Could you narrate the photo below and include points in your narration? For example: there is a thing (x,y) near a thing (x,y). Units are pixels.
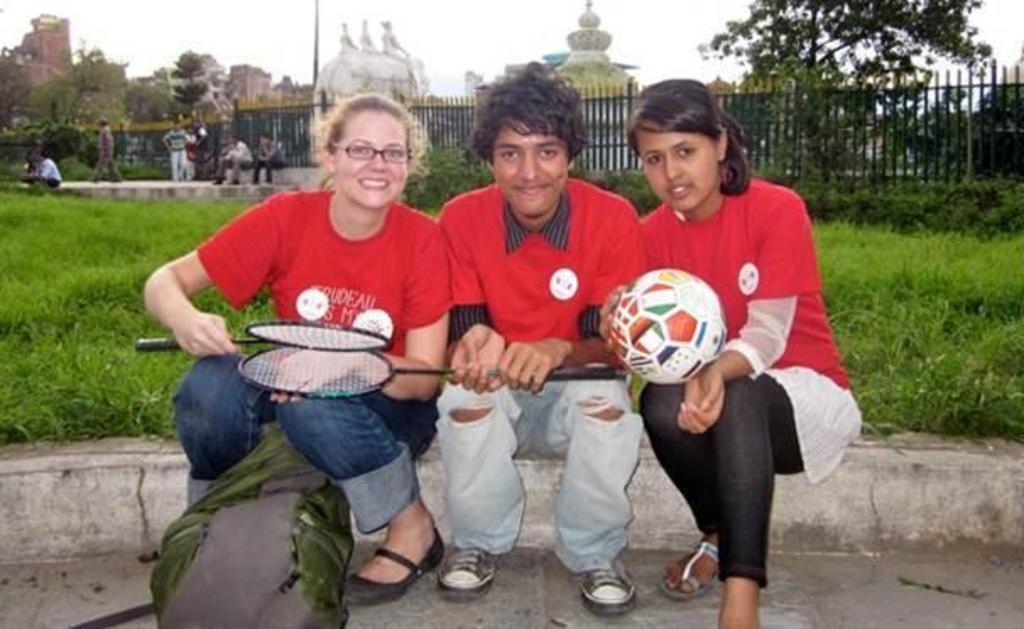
Here in this picture we can see three people (484,244) sitting over a place (816,517), in which two of them are holding badminton bats (255,343) with them and the other woman (729,331) is holding a football (671,336) in her hand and on the left side (280,488) we can see a bag (256,464) present and we can see all of them are smiling and behind them we can see the ground (5,233) is fully covered with grass (103,256) and we can also see other people (101,143) standing, walking and sitting over there and we can also see a railing (599,146) present and we can also see plants (88,127) and trees (126,101) present and in the far we can see statues (364,81) and buildings (560,65) present and we can see the sky (299,70) is cloudy.
